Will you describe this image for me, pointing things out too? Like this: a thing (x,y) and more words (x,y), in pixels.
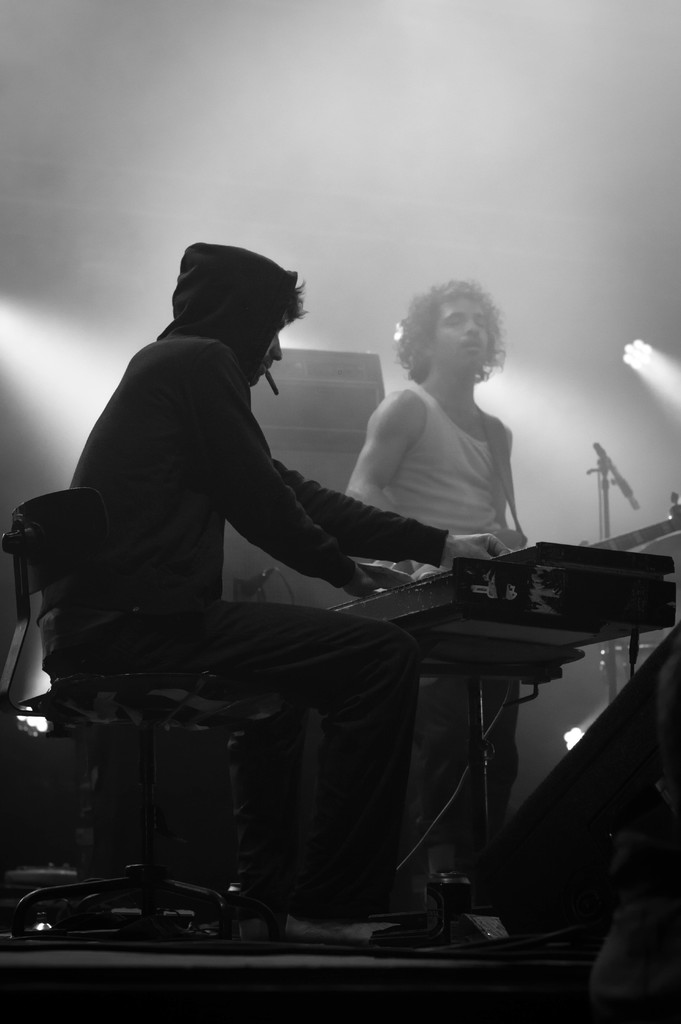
In this image, there are a few people (446,548) playing musical instruments (472,579). We can see the ground (360,963). We can also see the background (401,288) and an object (367,411). We can also see an object (528,839) on the bottom right corner (664,941).
